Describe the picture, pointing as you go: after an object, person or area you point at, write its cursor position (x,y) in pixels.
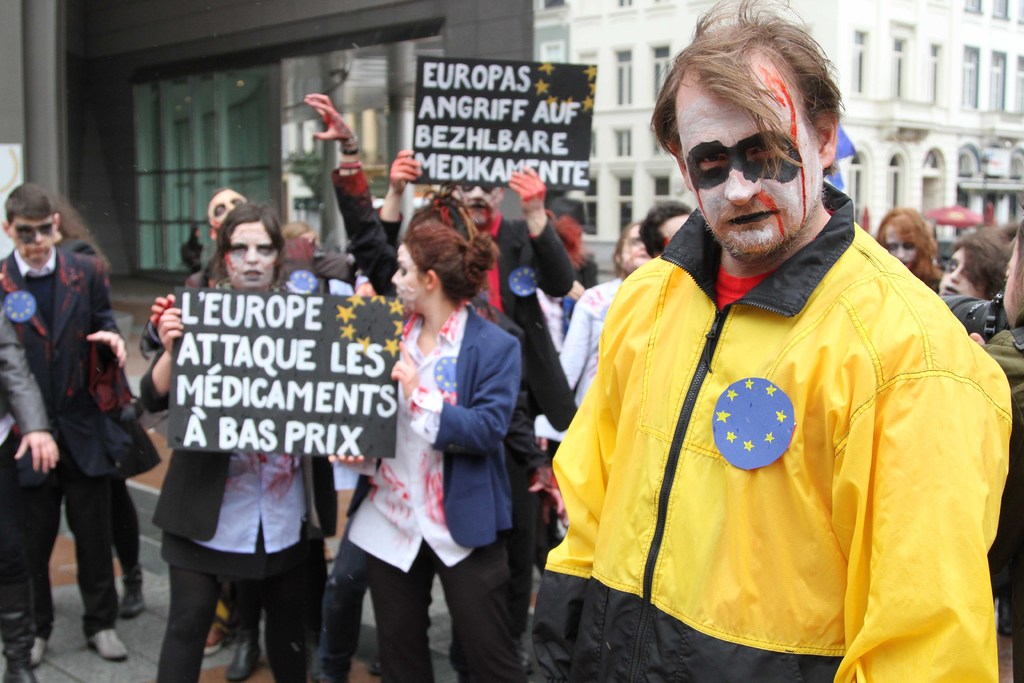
This image consists of a man (648,345) wearing yellow jacket (758,473). In the background (456,187), there are many people (568,346) standing and holding boards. At the bottom (149,668), there is a road (133,681).
